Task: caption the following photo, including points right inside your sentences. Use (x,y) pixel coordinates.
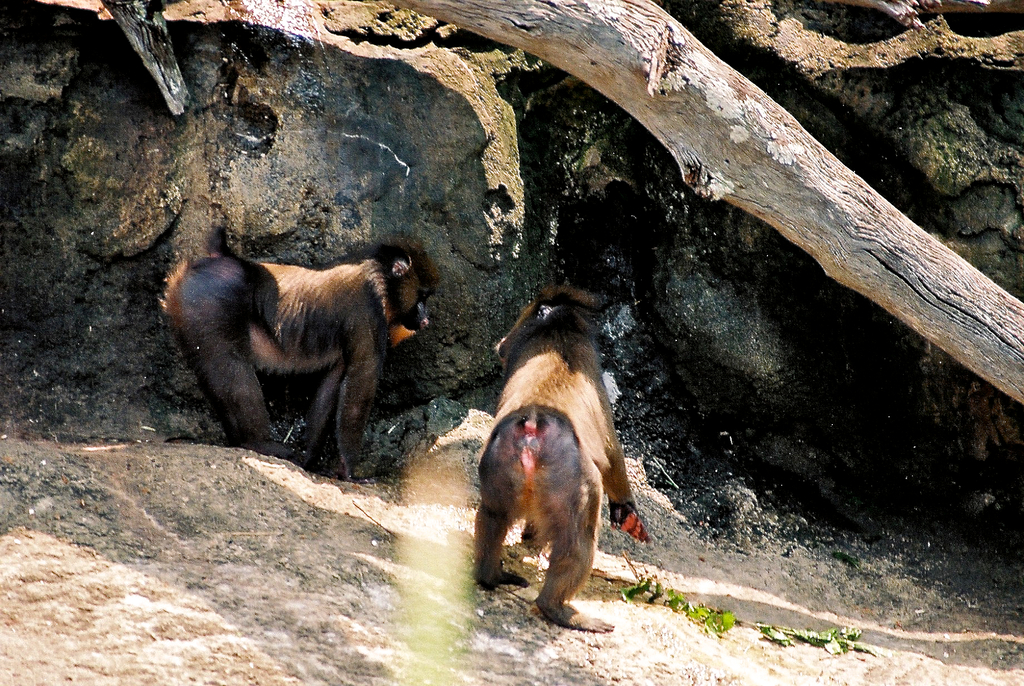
In this image we can see two animals (481,501) near the rock wall (126,71), one branch (811,636) with green leaves (703,627) on the ground (758,661) and one dried tree branch (815,203) on the top of the image (656,65).
